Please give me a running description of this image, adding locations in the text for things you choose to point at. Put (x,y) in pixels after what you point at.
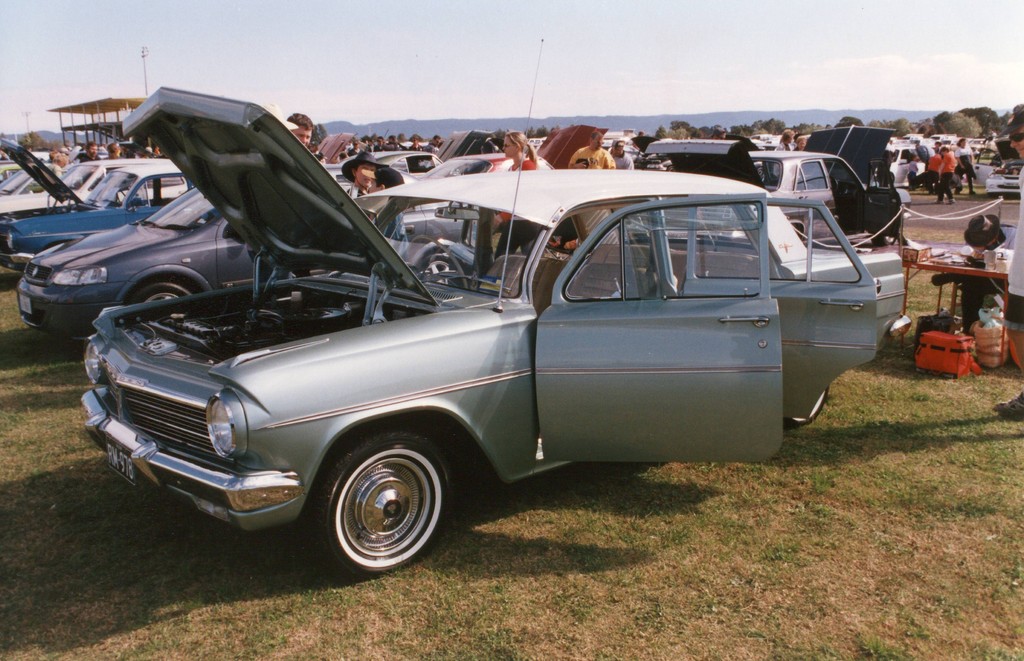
In this picture we can see a group of people (958,153), vehicles (563,166), table (938,271), shelter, bags (968,343) on the grass (904,440) and some objects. In the background (931,116) we can see trees (976,133), mountains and the sky (330,85).
